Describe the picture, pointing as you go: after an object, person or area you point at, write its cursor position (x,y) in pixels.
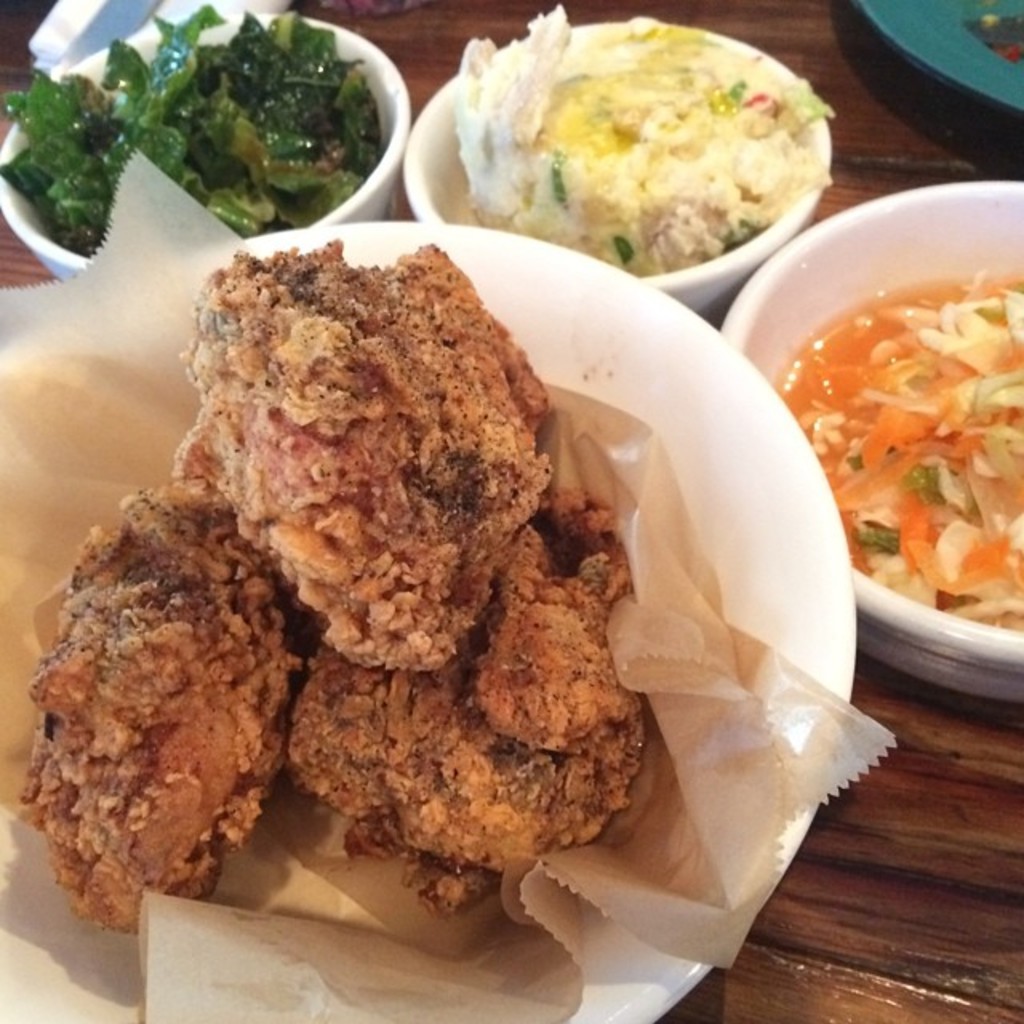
In this picture we can see four bowls (450,121) with food items (554,164) in it, paper (114,413), plate (946,20) and an object (105,22) and these all are placed on a wooden table (938,959).
